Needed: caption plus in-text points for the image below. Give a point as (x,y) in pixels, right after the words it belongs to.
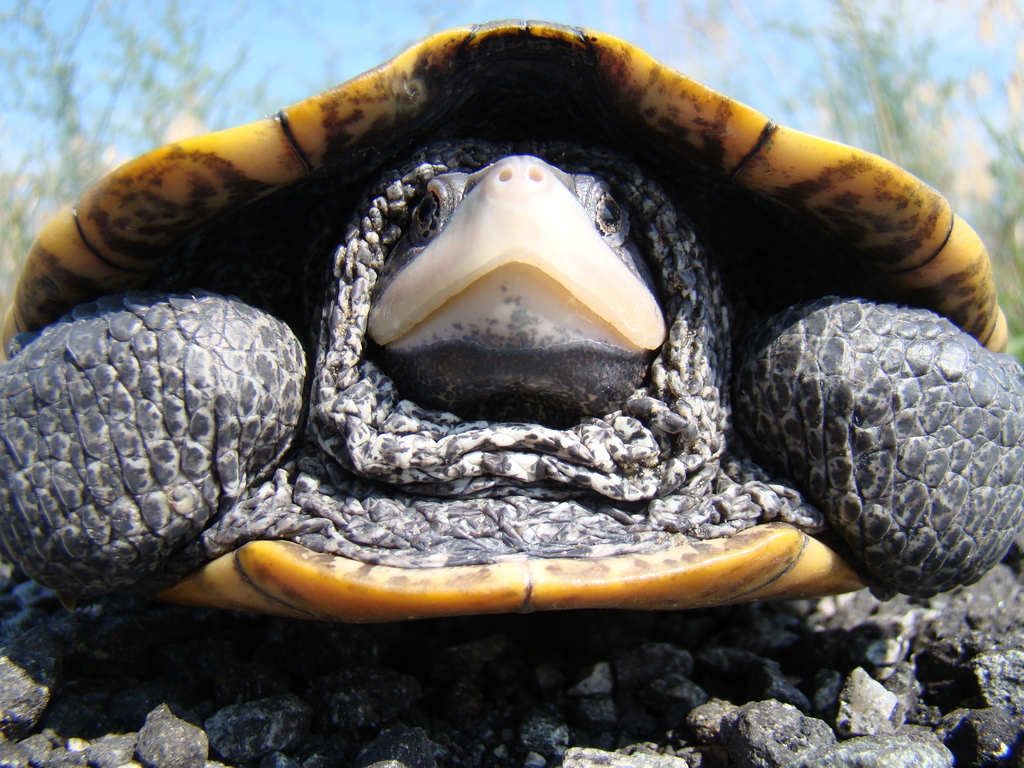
In this image I can see a tortoise (730,324) in ash, black and yellow color. I can few stones (969,734), green plants (1022,244) and the sky (775,50) is in blue color.
